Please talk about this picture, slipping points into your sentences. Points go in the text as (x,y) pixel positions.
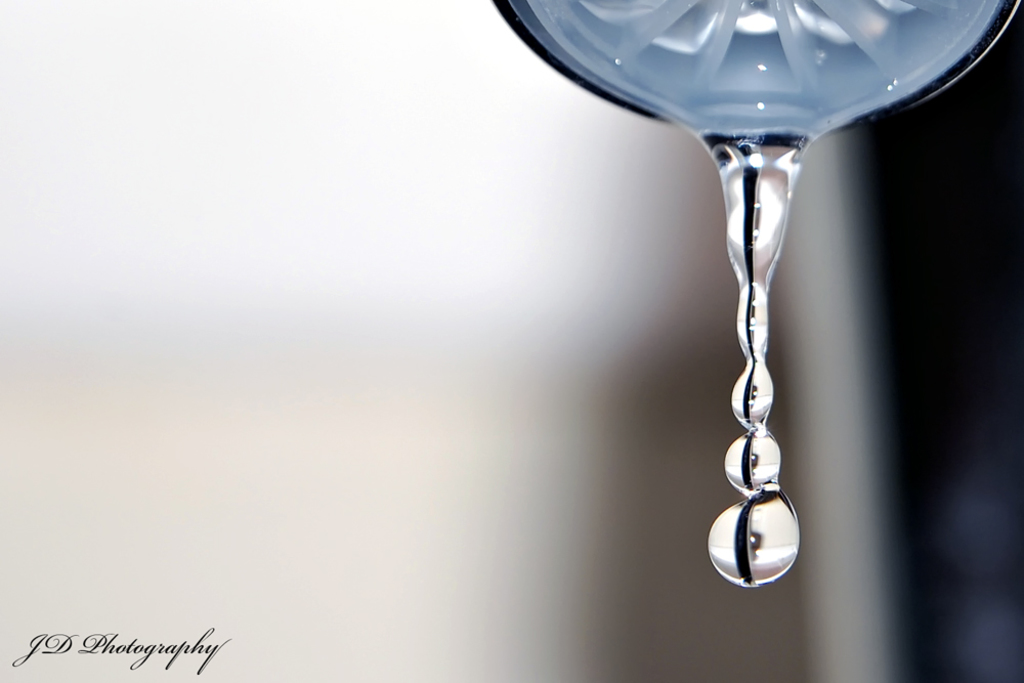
In this image we can see water drops (764,313) are coming out from an object (662,56) at the top (542,4). We can see watermark (142,656) in the left bottom of the image (152,645). The background (534,508) is blurry.
